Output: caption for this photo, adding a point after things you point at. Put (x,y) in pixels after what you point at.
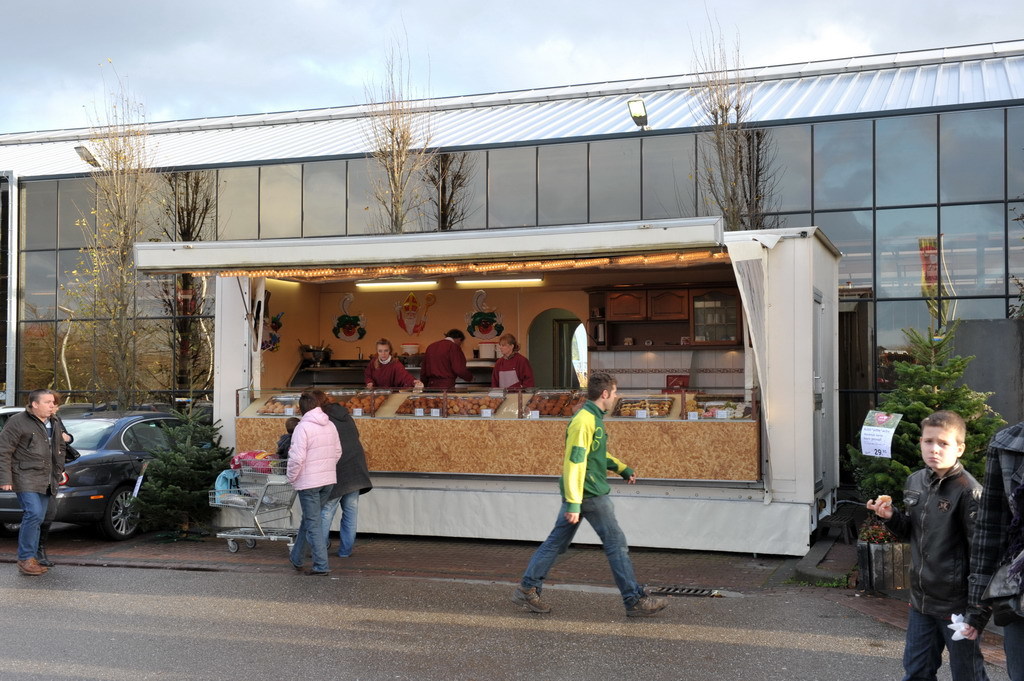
In this picture we can see a shop (446,274) in front of the building (1007,235), few vehicles (133,447) are parked side of the road (181,637), in front of the shop (745,371) we can see few people (60,458) are walking.
